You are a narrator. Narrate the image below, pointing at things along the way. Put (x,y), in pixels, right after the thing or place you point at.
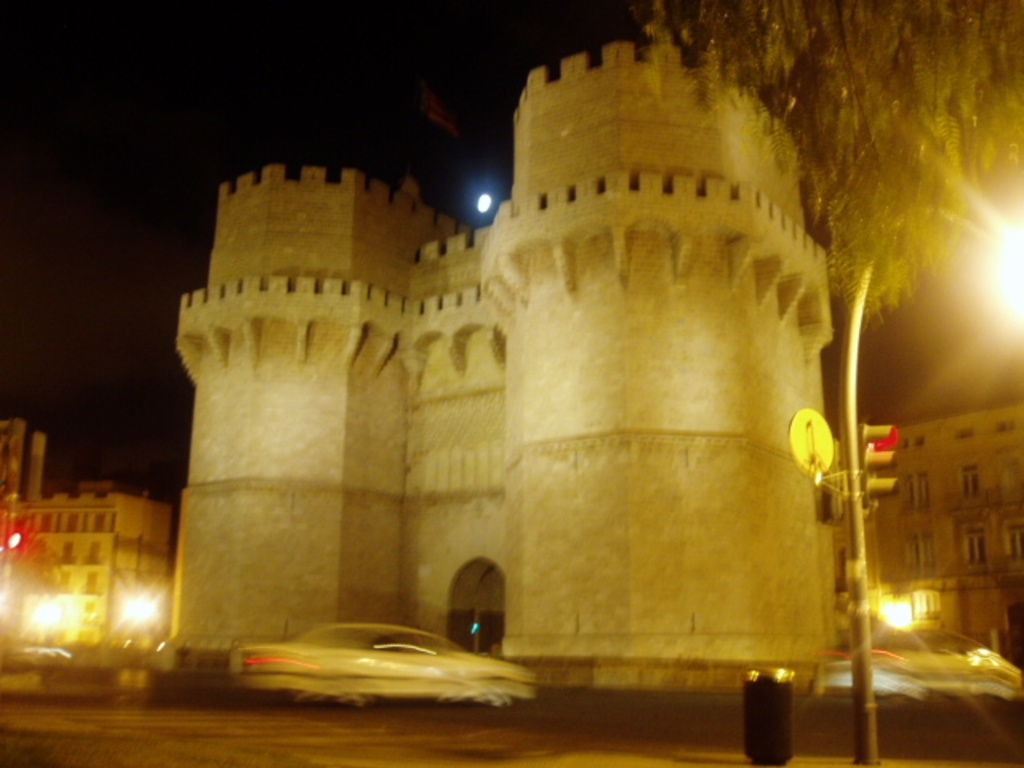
In this image I can see a construction (555,394) is in the shape of fort (534,332). On the right side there is the traffic signal (880,461), at the top (980,100) there is the tree (955,109) and at the top (364,84) it is the sky (397,84).
